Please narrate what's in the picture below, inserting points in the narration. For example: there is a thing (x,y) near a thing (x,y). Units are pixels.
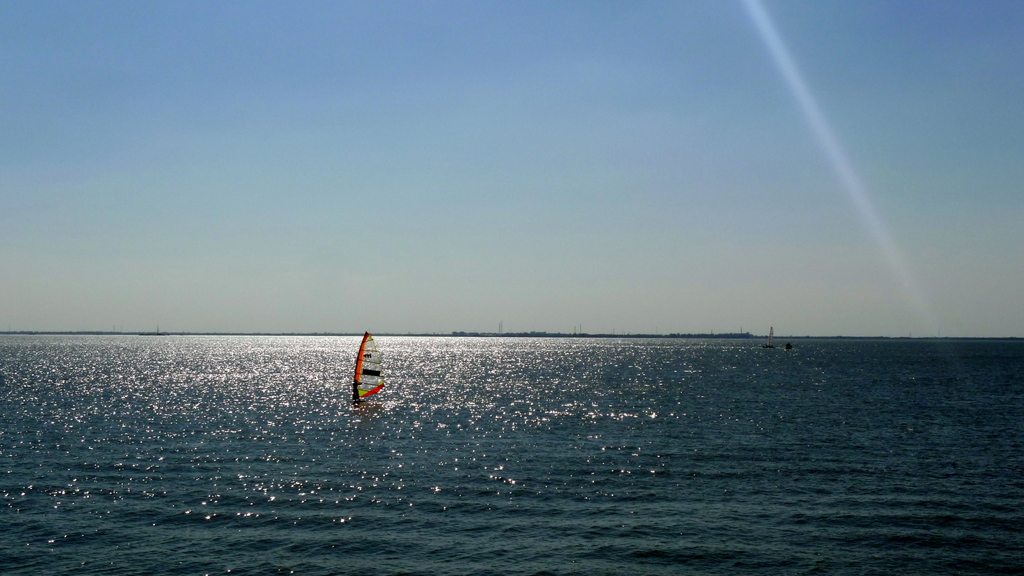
In the center of the image (358,379) we can see the boats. In the middle of the image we can see the towers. At the bottom of the image (235,385) we can see the water (282,432). At the top of the image (322,108) we can see the sky (371,179).
